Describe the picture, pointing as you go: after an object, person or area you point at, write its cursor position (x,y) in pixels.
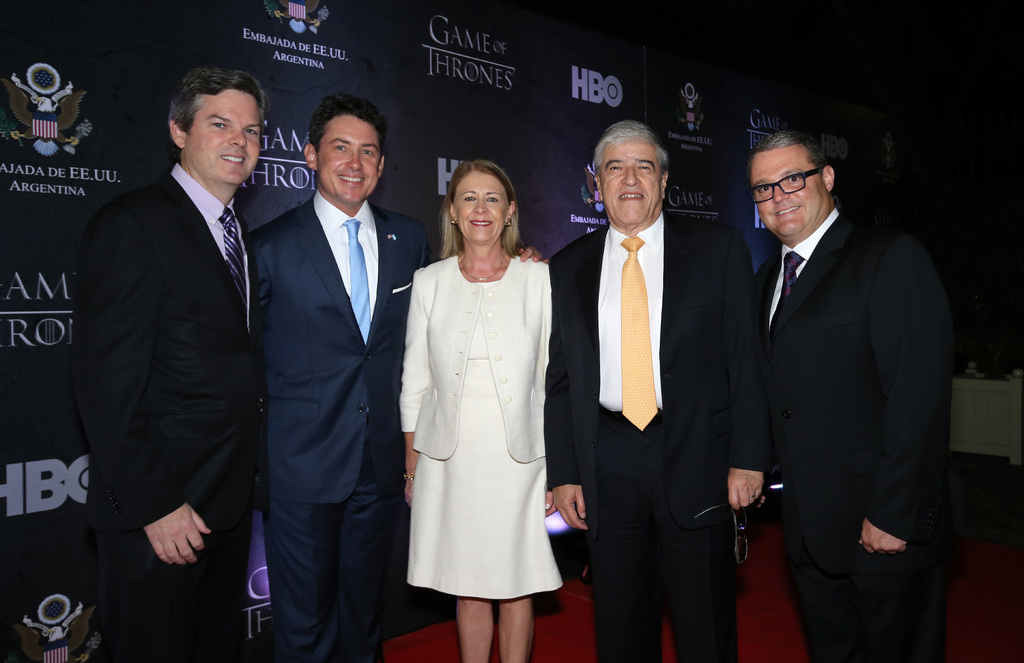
In the foreground of this image (541,464), there are four men (188,418) and a woman (530,430) standing and posing to a camera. In the background (438,32), there is a banner wall (415,48) in the dark.
